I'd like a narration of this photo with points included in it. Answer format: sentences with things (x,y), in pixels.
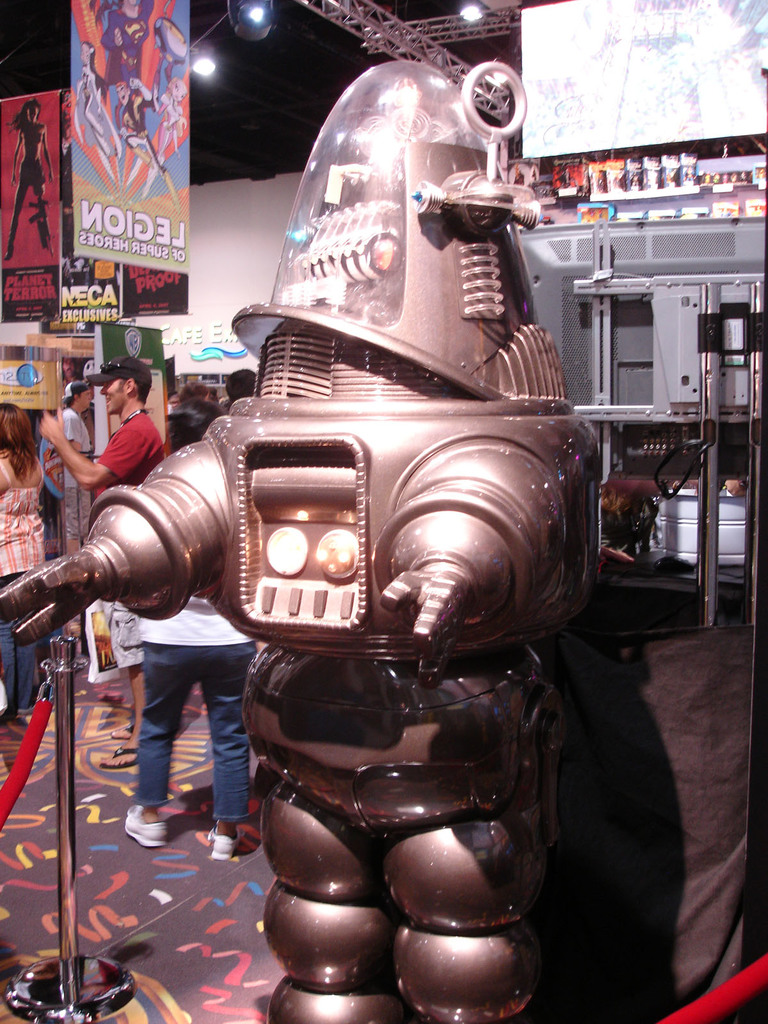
In this image we can see a robot (507,703). Background of the image (9,442) persons (50,432), banners (115,171) and machine (682,288) is there.
